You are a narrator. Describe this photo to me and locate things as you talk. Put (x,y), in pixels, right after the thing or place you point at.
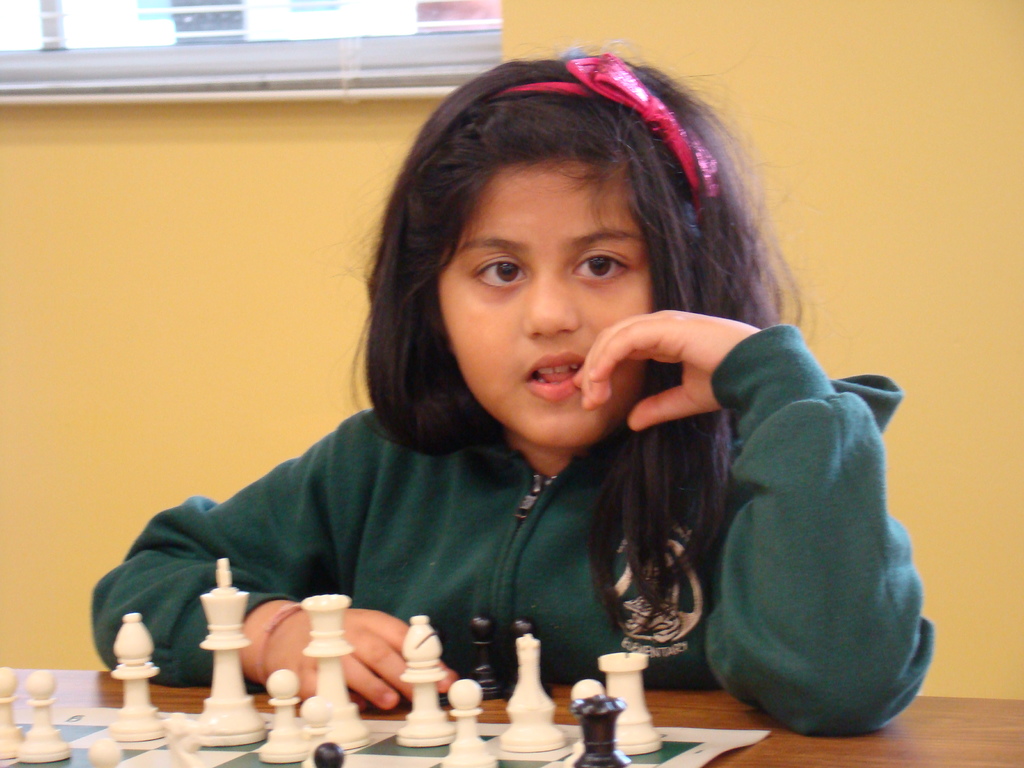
In this picture there is a girl (771,371) sitting. There are chess coins (336,677) and there is a chess board (713,743) on the table (795,736). At the back (396,77) there is a window (413,80) and there is a wall (103,407).
